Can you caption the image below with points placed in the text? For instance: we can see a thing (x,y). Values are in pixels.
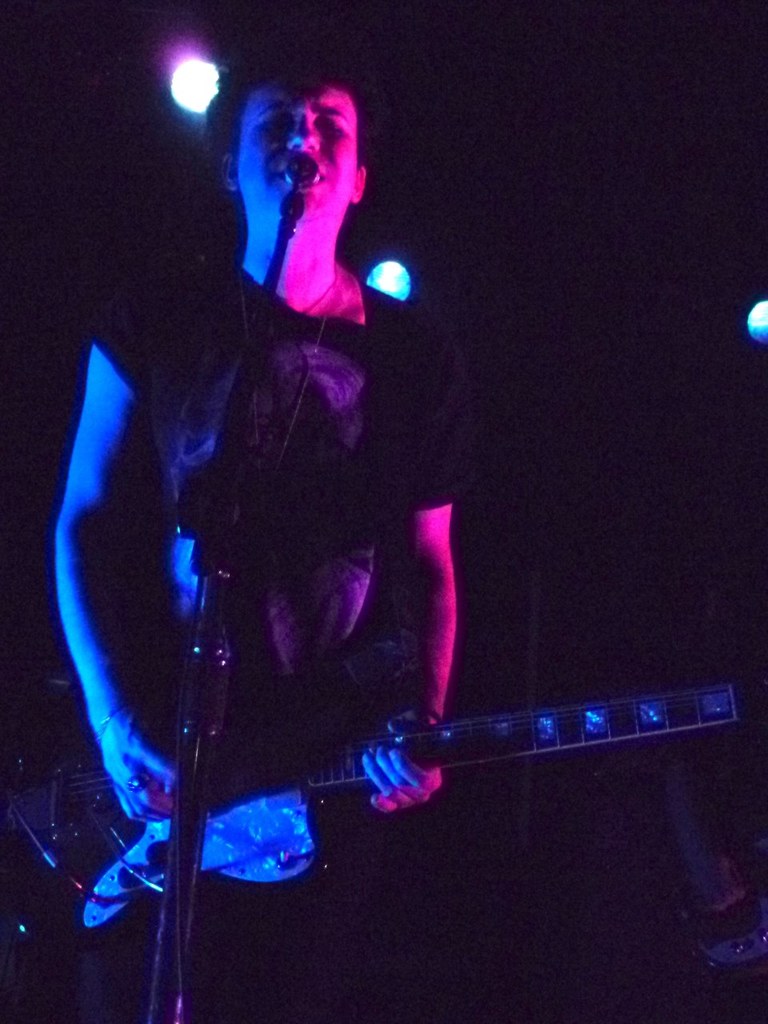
In this image I can see a person (312,452) wearing black dress (324,385) is standing in front of a microphone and holding a guitar (90,906) in his hands (128,752). In the background (224,53) I can see few lights (390,278) and the dark background (682,298).
